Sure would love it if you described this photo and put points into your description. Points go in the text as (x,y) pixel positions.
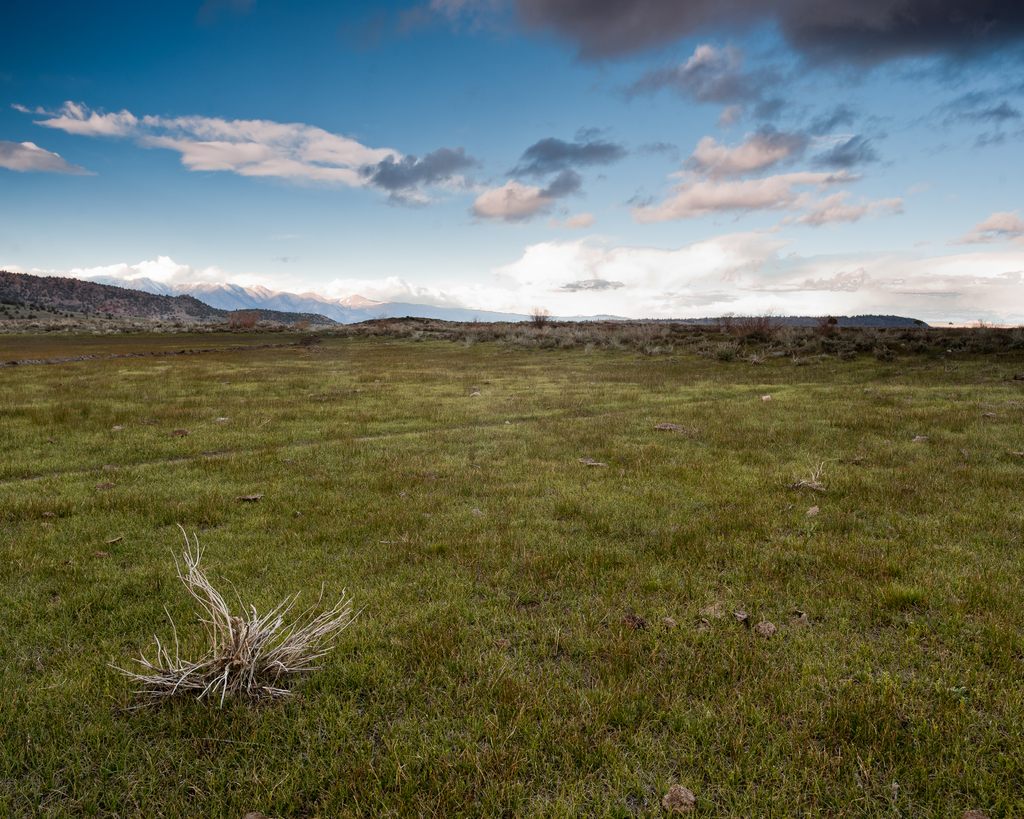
This picture is clicked outside the city. In the foreground (857,675) we can see the ground (522,427) is covered with the green grass (553,483). In the background (317,18) we can see the hills (362,320) and the sky (319,88) which is full of clouds (657,301).
